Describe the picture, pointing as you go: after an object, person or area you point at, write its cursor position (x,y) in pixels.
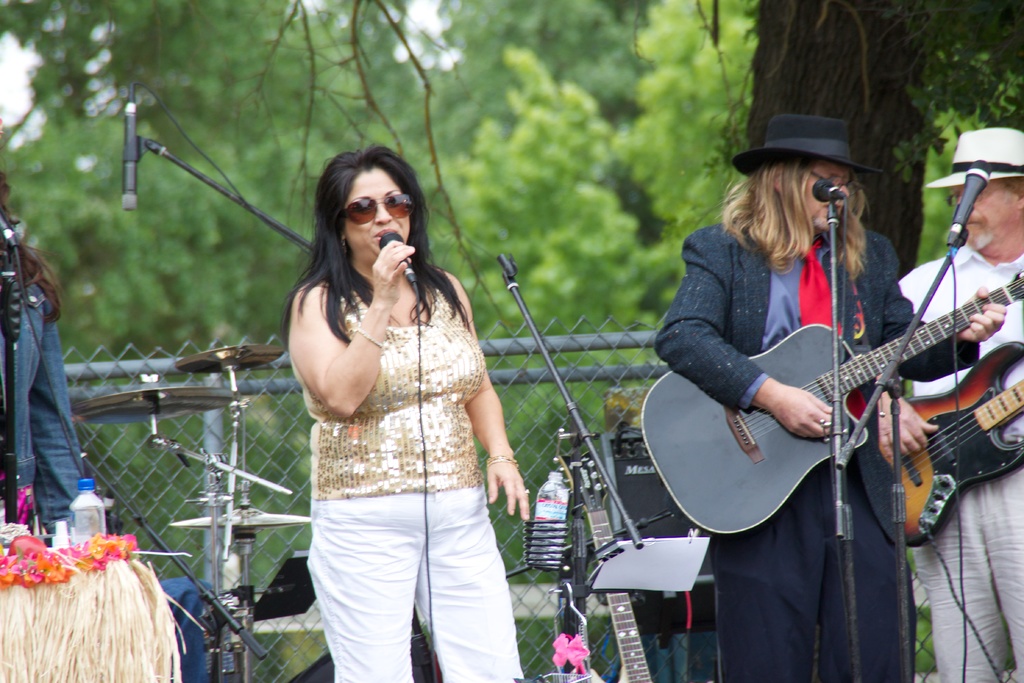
In the image we can see there is a woman (336,452) who is standing and holding mic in her hand (389,254) and other people (1020,472) are holding guitar (711,449) in their hand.
